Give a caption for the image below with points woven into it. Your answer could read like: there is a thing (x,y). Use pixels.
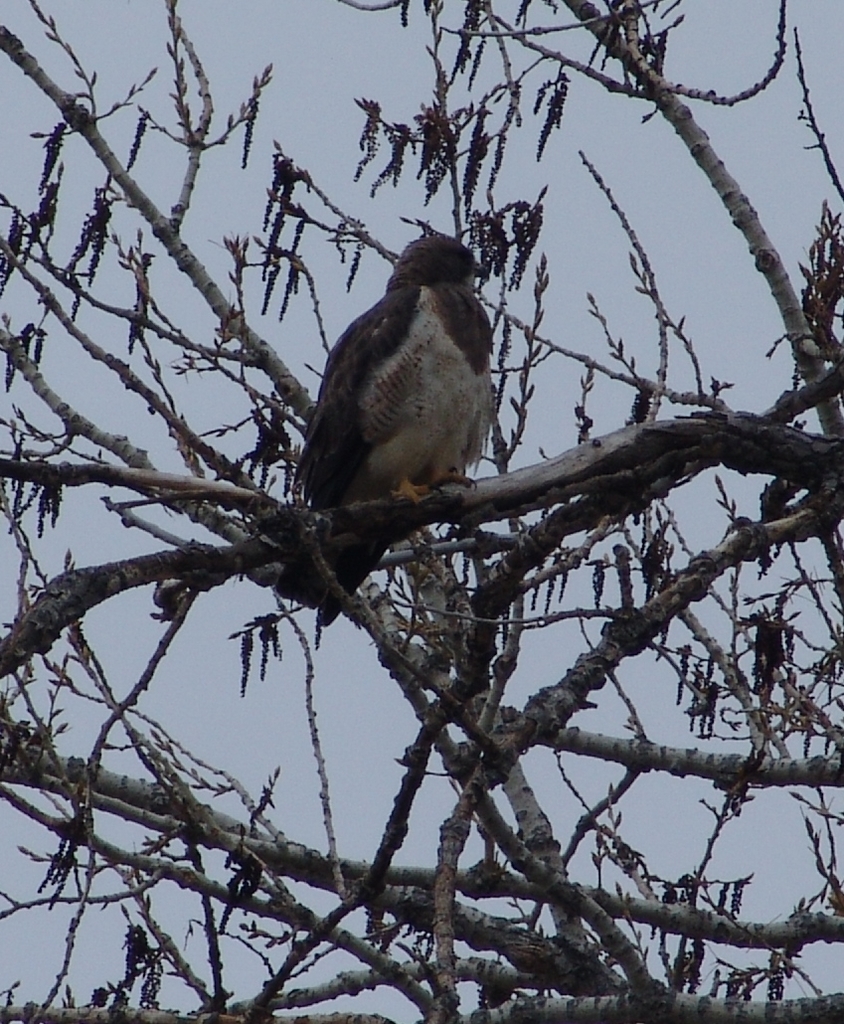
In this image we can see the bird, dried tree (511,784) and the sky (637,183).
